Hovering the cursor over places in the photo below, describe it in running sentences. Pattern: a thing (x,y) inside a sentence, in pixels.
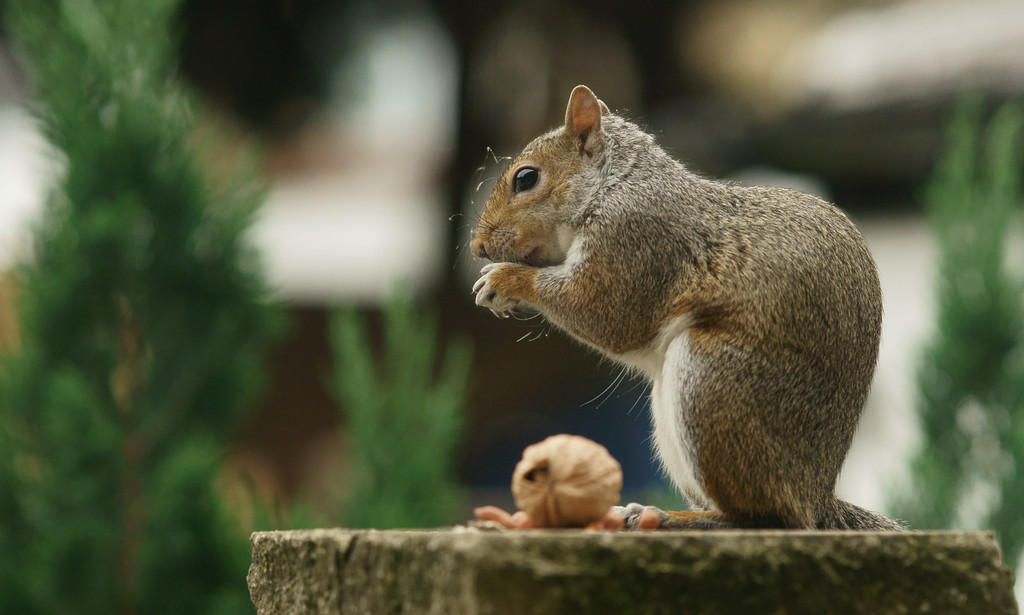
On the right side (1005,415) we have tree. In the middle of the image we have squirrel (726,476) with their food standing on the rock (903,589). On left side (76,456) we have a tree (145,407) which is in green.
